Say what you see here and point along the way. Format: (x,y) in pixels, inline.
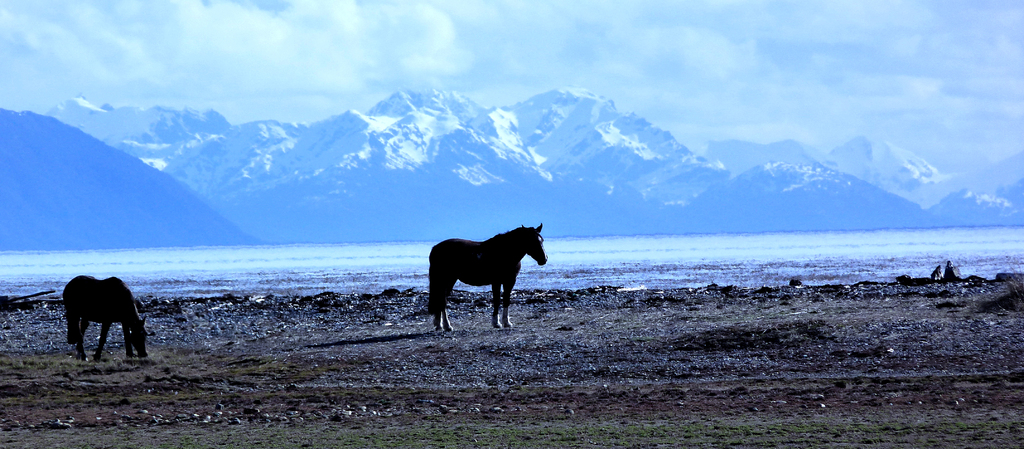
In this picture, we can see two horses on the ground (465,424) and we can see some objects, grass (52,364) on the ground (192,344) and we can see the river (138,256), hills (433,227) and the sky (523,65) with clouds (247,40).
